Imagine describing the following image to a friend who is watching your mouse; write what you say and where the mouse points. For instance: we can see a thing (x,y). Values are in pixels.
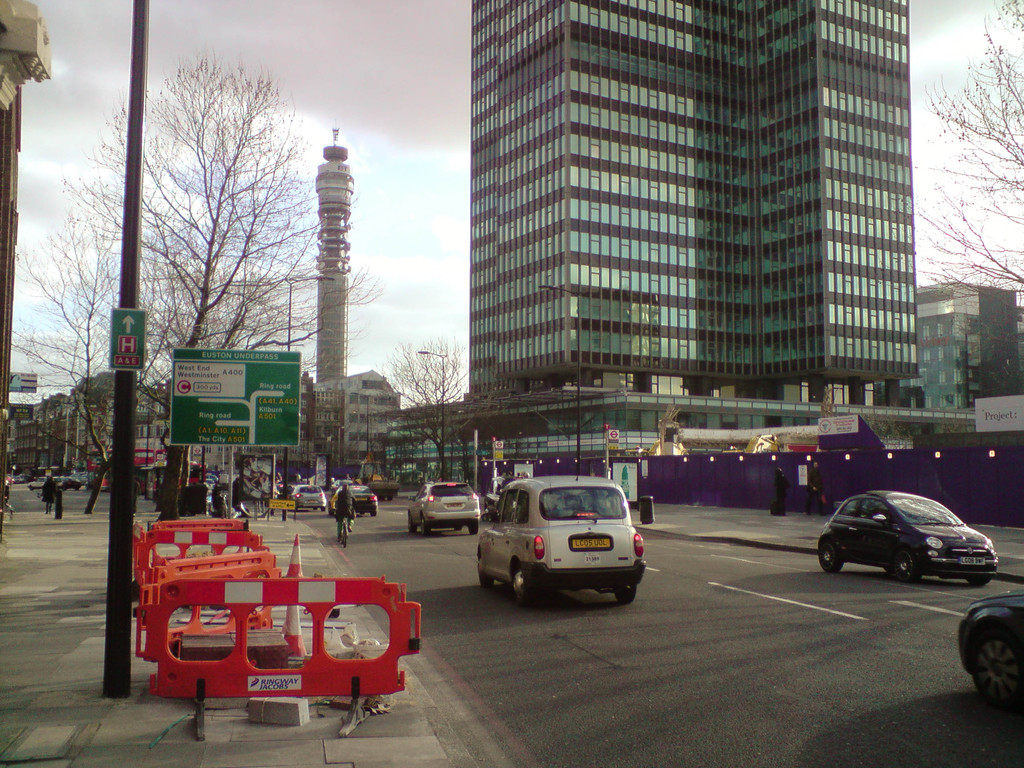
In this image I can see a road (577,613) and on it I can see number of vehicles (455,490). On the left side of this image (113,354) I can see a pole (144,82), few boards (172,403) and few orange colour things (254,541). On these boards (257,439) I can see something is written. In the background (456,350) I can see number of trees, number of buildings (331,393), few people (237,508), clouds (285,7) and the sky (443,206).
